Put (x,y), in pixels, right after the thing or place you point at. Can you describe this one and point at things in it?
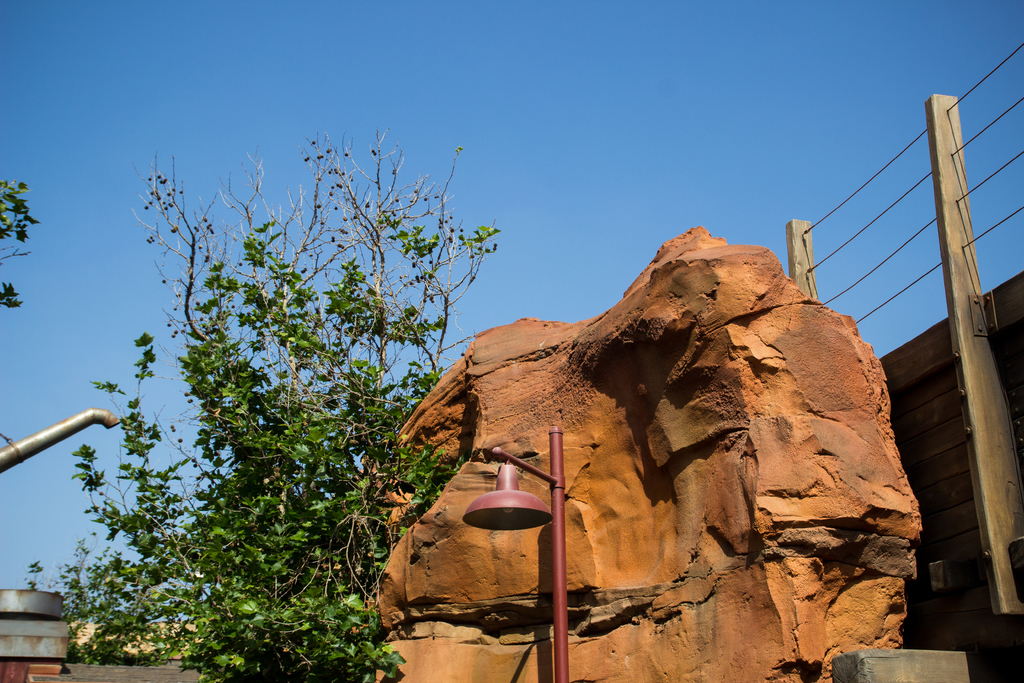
In this picture I can see a rock (581,468), a light pole (511,504) and few trees (373,485) in the front (198,456). On the left side of this image (91,419) I can see a rod (115,422). On the right side of this image (927,533) I can see the fencing (965,302). In the background (745,199) I can see the clear sky (812,30).
